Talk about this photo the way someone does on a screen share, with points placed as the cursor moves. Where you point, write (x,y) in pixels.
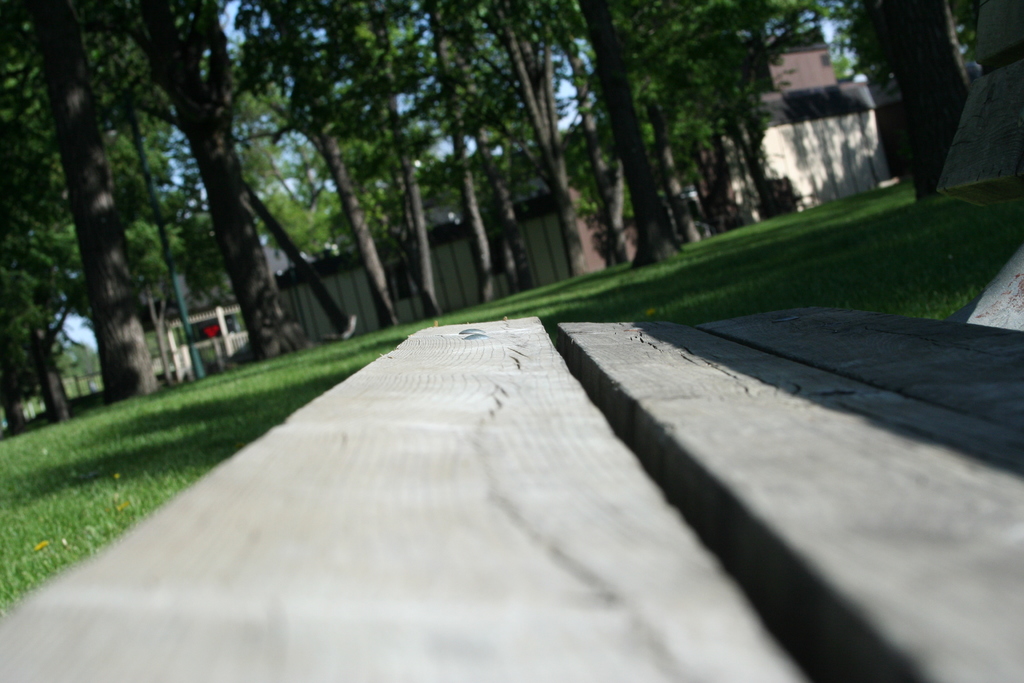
In this image we can see a bench (597,394) and at the background of the image (338,270) there are some trees (279,294), houses (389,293) and clear sky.
